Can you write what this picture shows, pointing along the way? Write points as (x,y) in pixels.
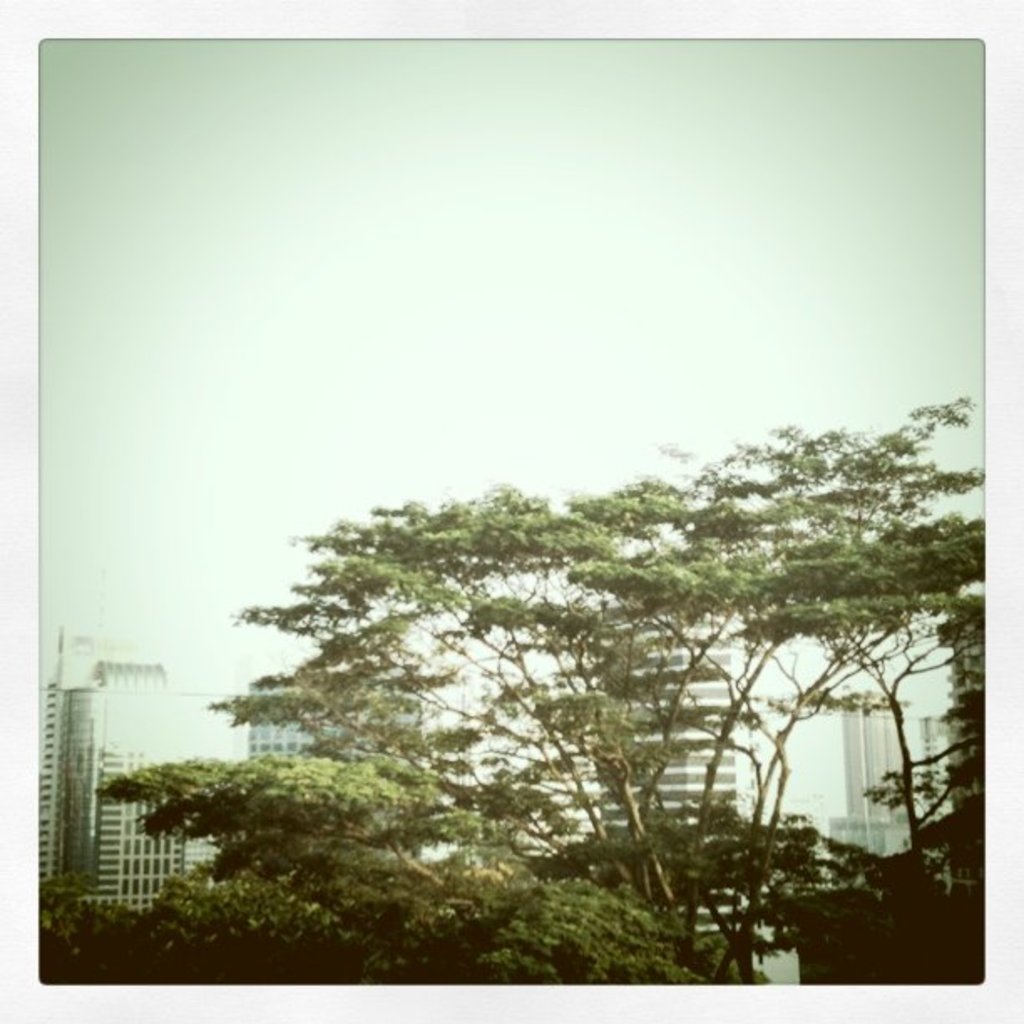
In this image we can see the trees (594,635). In the background (103,775) we can see the buildings (853,744) and also the sky (409,229) and the image has borders (968,28).
